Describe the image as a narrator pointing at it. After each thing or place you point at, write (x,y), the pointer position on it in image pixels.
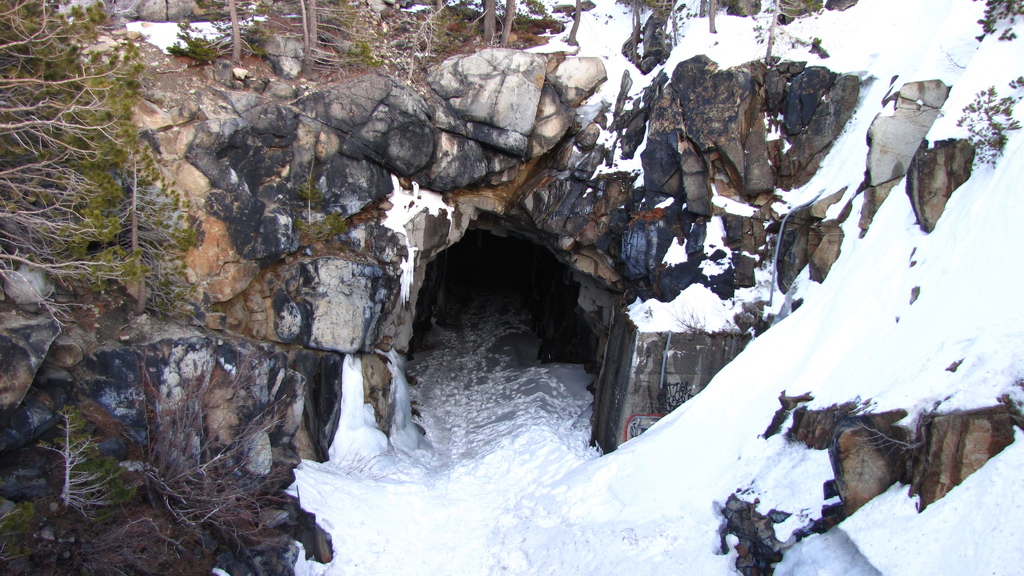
In the picture there is a rock surface (440,163) covered with some snow (892,381) and below the rock surface (393,332) there is a cave (425,331).
